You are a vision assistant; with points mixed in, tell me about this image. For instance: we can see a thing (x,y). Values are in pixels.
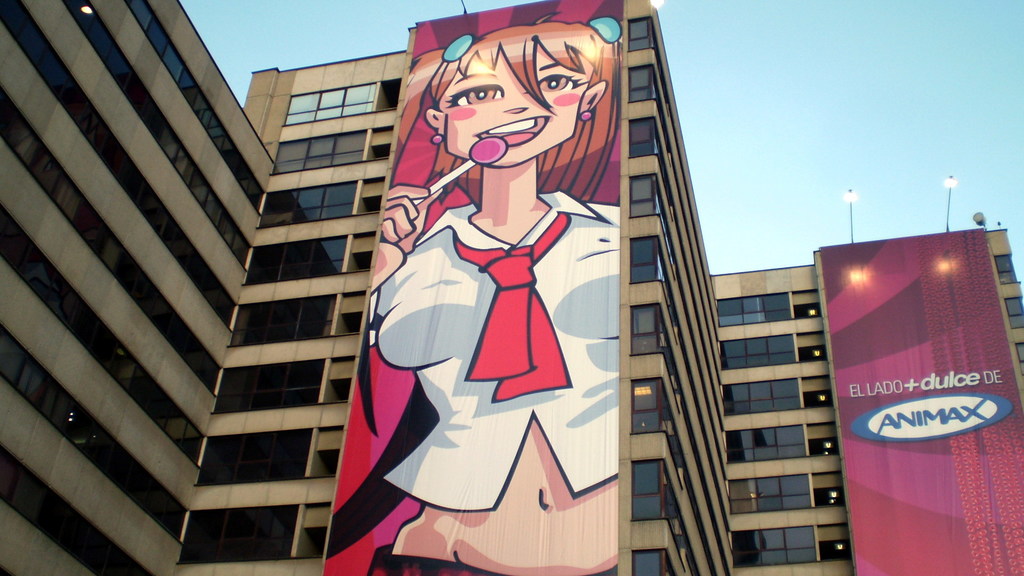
In this image, we can see two posters (604,515) on the buildings (224,321), we can see some windows (761,392) on the buildings (733,413), at the top (904,169) we can see the lights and there is a sky (906,223).
